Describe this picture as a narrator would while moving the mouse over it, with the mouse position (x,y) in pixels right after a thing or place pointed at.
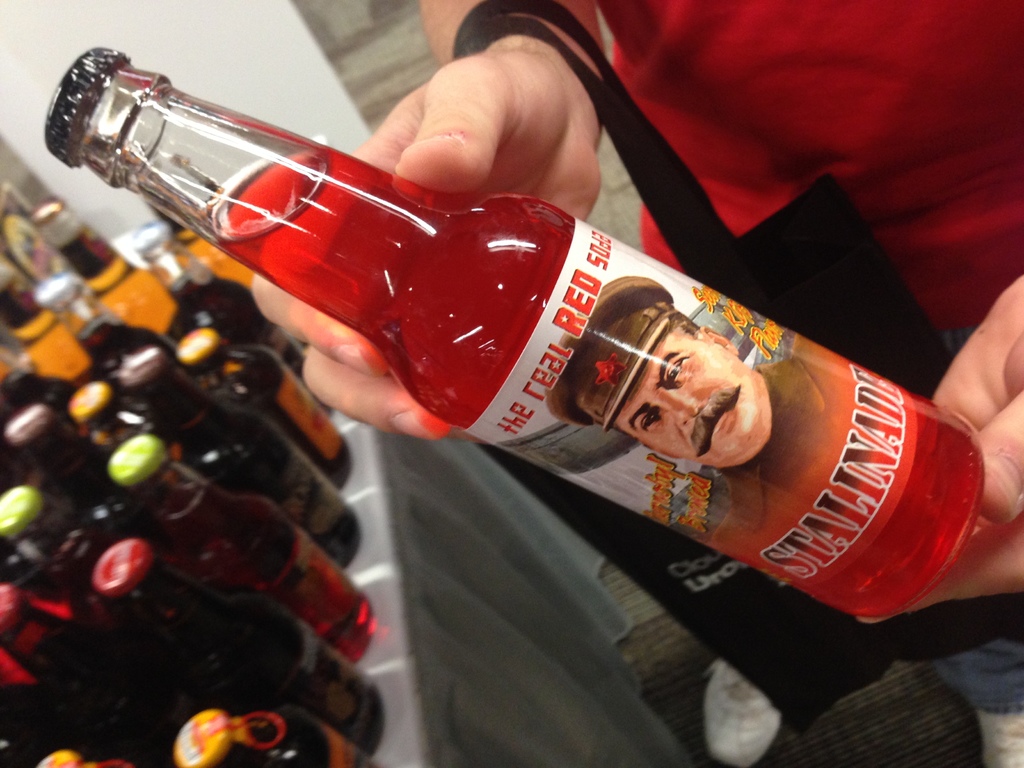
The person (897,112) wearing red dress (874,117) is holding a bottle (535,322) which has red drink (524,323) in it and there are some of the bottles (146,423) placed on a table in the left corner (173,531).
